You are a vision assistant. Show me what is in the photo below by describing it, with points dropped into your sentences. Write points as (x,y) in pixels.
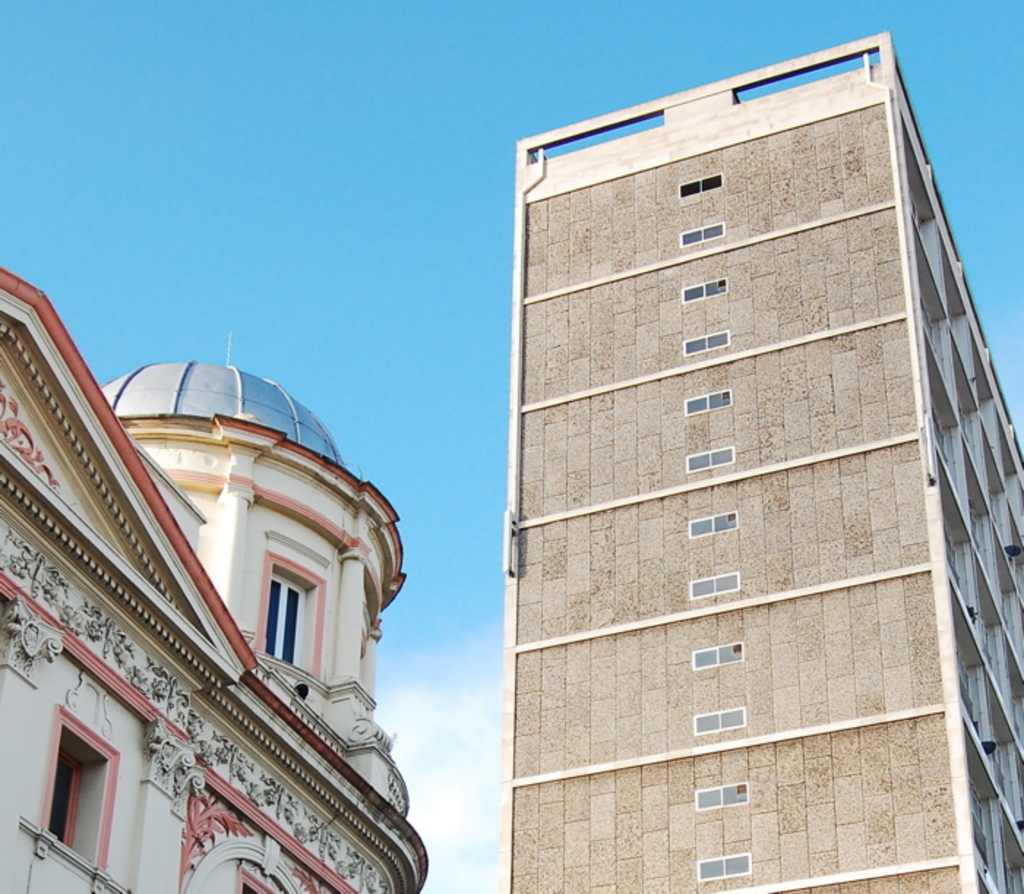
This is an outside view. At the bottom of the image (831,620) I can see two buildings (563,701). On the top of the image (312,143) I can see the sky (402,124) in blue color.
